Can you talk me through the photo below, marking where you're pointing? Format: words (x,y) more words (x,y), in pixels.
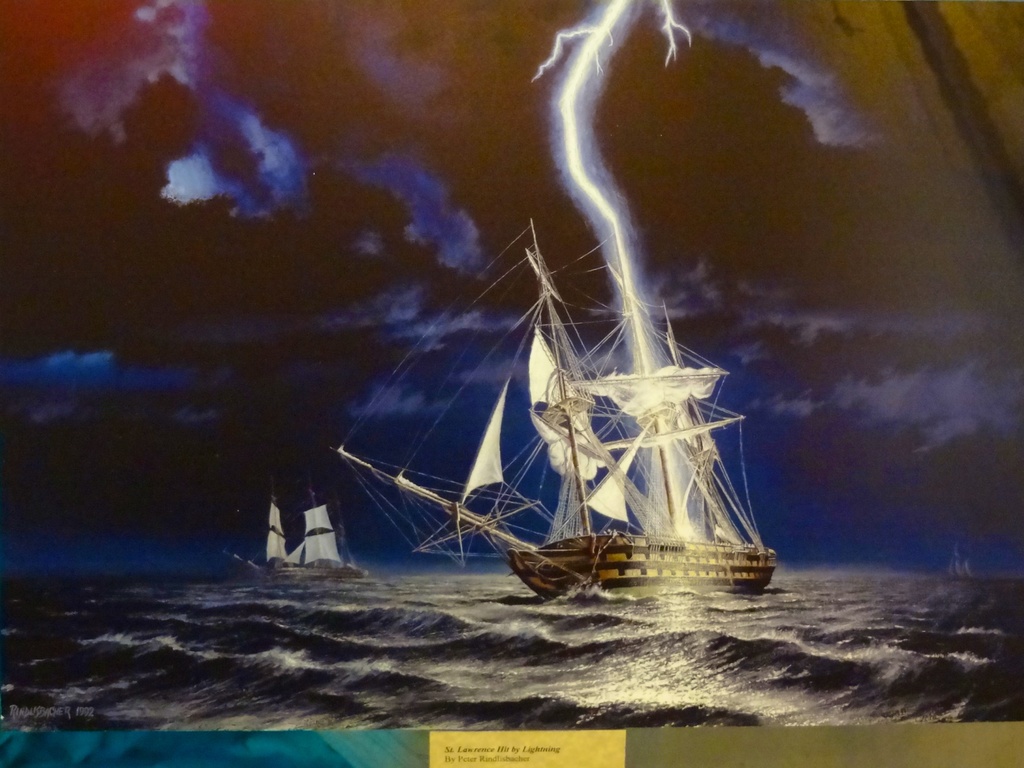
In this picture it looks like the painting of ships (635,379) sailing on the water (455,575). At the top (321,91) we can see the dark sky (693,67) with lightning thunder (626,288).
